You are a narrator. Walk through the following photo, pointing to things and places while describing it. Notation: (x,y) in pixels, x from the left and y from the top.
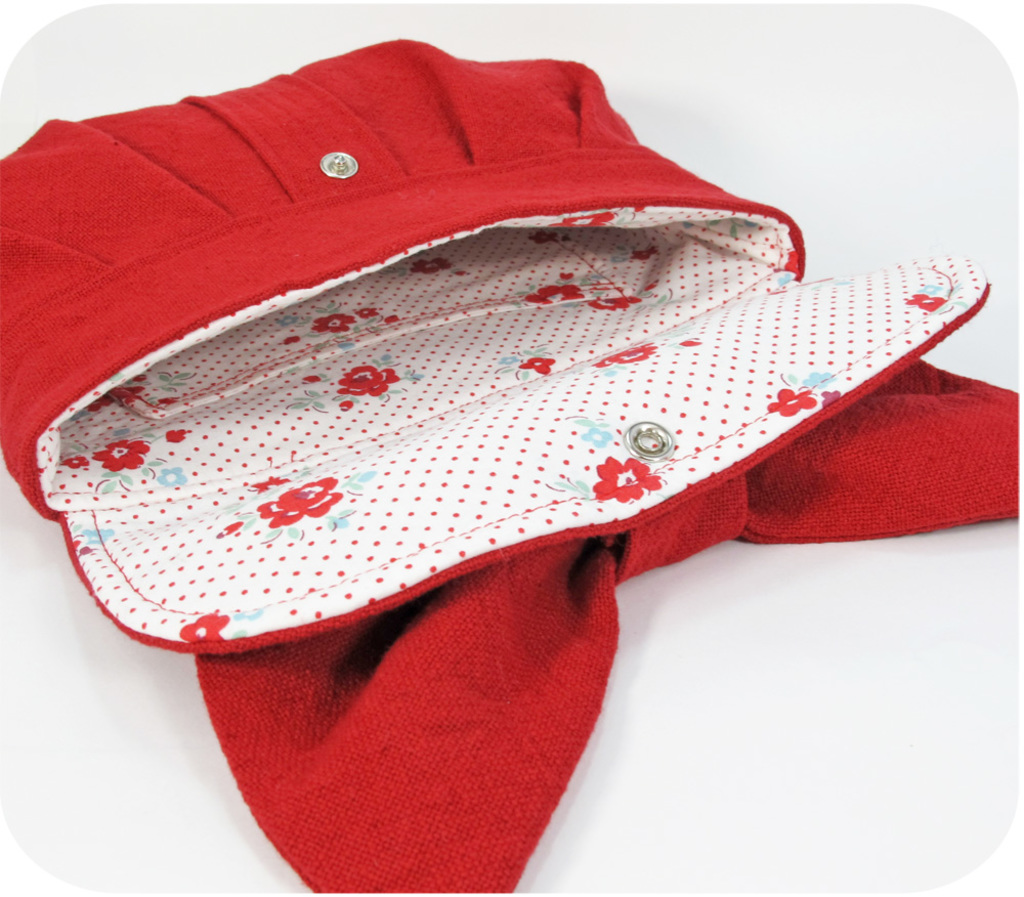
This picture shows a woman's wallet (593,80) which is red in colour.
